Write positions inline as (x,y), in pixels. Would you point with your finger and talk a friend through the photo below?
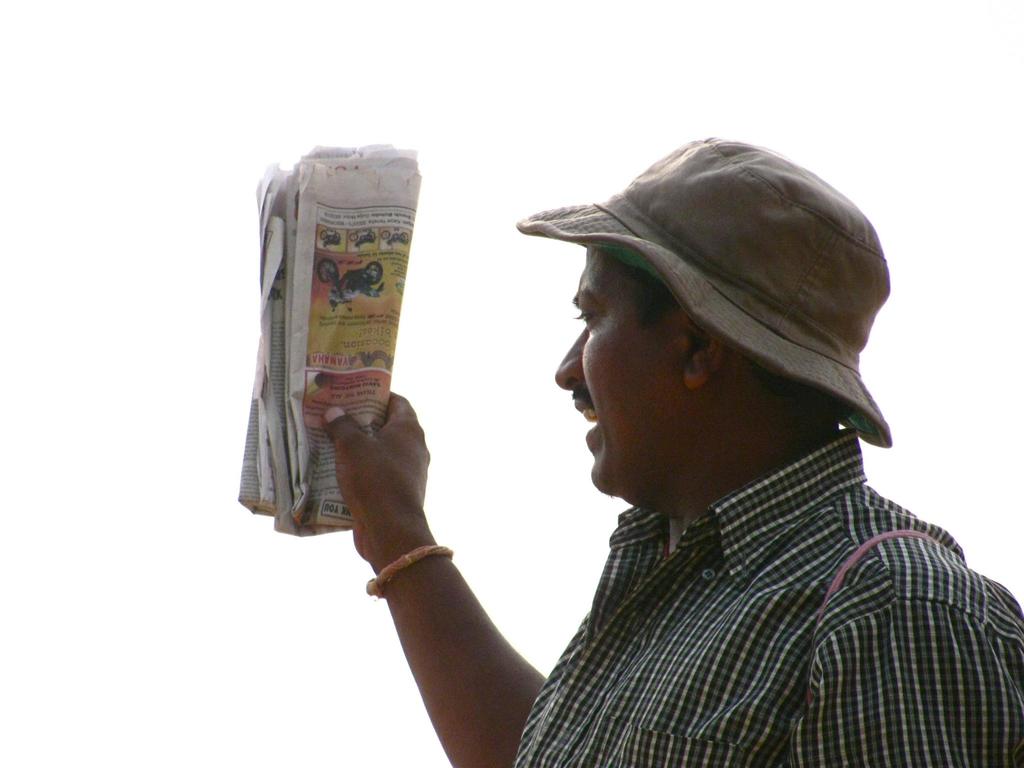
In the picture we can see a man (792,650) standing and holding a newspaper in the hand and he is wearing a hat (760,228).
